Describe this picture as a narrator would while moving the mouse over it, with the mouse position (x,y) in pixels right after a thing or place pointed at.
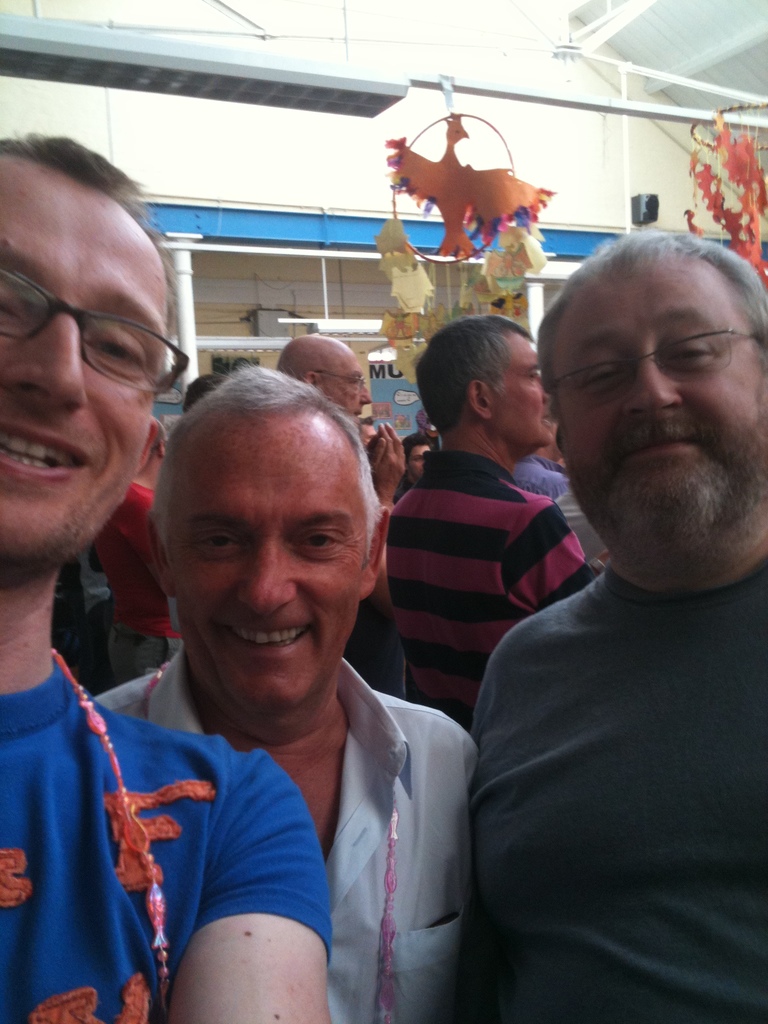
In this image we can see some people (731,371) standing in the foreground (517,716) and some people (470,685) standing at the back (534,331) and we can see some poles (219,342) at the back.
